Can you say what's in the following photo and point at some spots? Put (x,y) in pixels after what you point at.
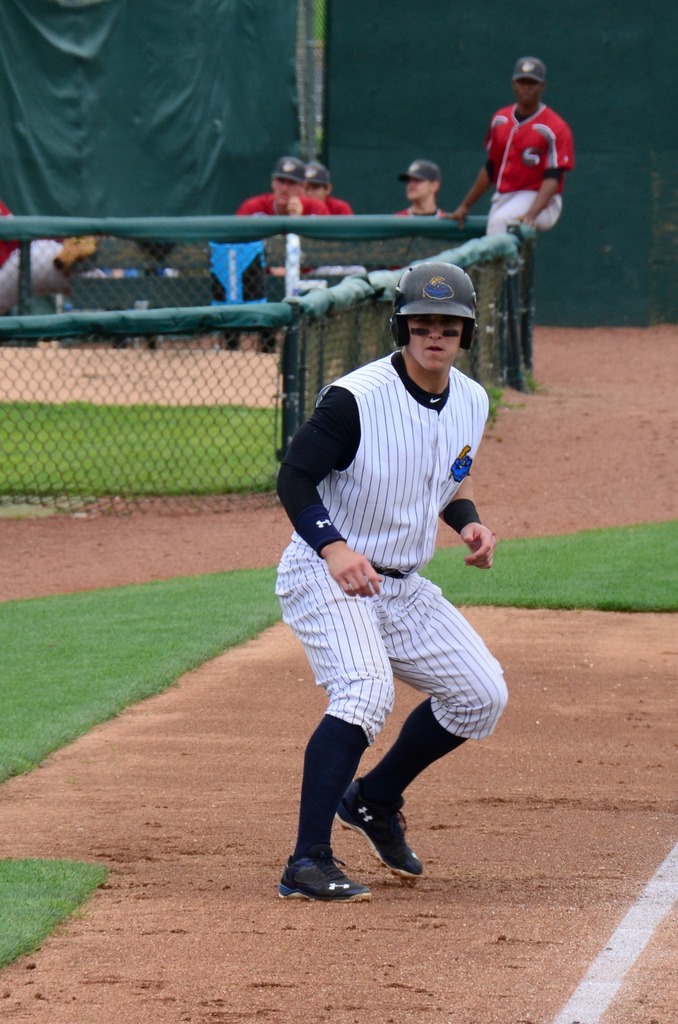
In this image, I can see the man (411,639) standing. He wore a helmet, T-shirt (377,438), trouser (416,582), socks (413,746) and shoes (318,867). This is the grass (499,562). This looks like a fence (308,299). I can see few people (411,185) sitting. This looks like a cloth (175,97) hanging.
